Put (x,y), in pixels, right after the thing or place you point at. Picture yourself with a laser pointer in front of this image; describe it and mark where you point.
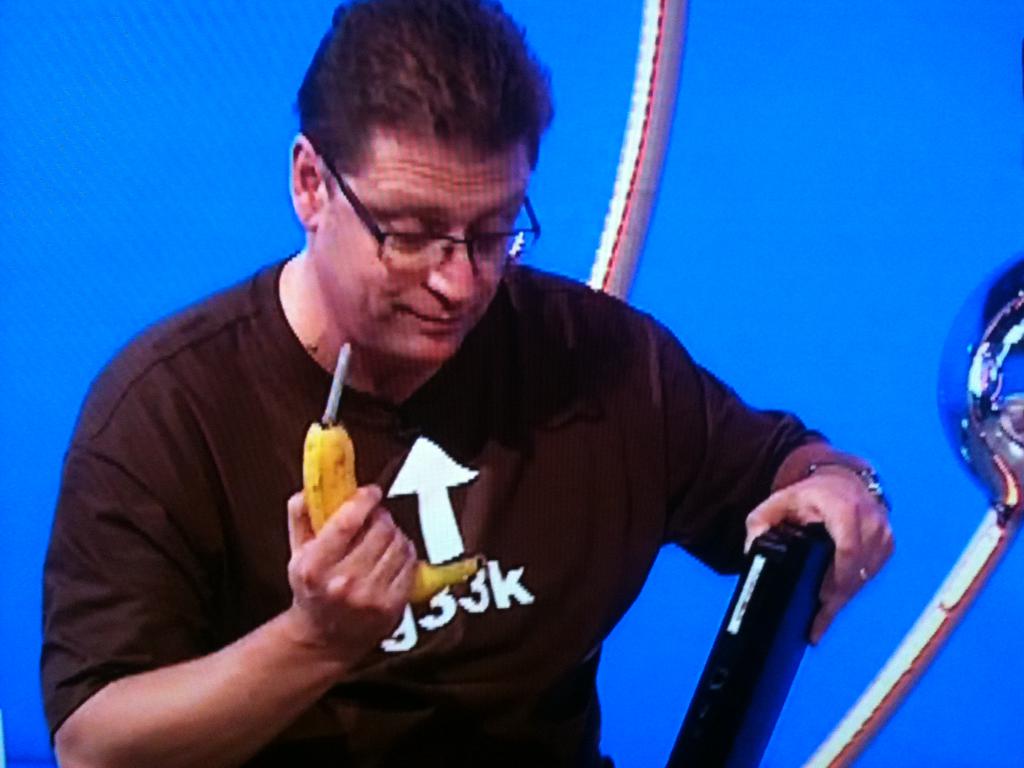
In this image we can see a person (402,488) holding few objects (745,615) in his hand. There are few objects (448,571) in the image. We can see the blue color background (872,244) in the image.
